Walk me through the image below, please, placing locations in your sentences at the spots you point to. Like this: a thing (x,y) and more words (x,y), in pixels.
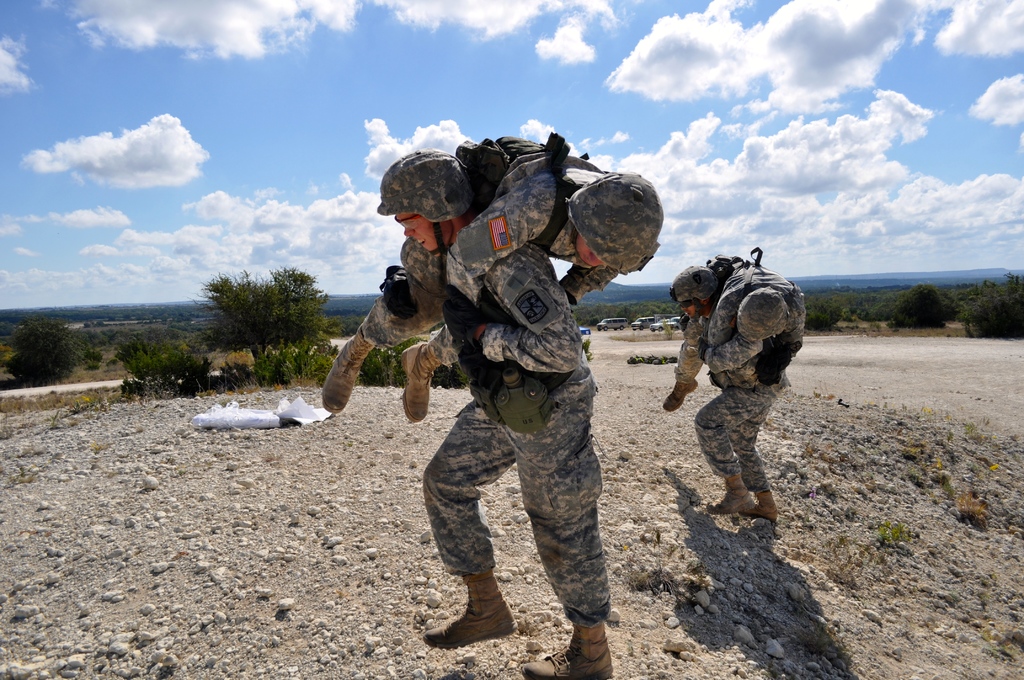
In this picture we can see a man (416,234) wearing a helmet (463,211), goggles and carrying another man (589,181) on his shoulders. On the right side of the picture (723,309) we can see a man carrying another man (771,332) on his shoulder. On the left side of the picture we can see white objects (315,418) on the ground (338,413). We can see stones (191,558), plants (1019,290) and trees (808,299). In the background (1012,276) we can see hills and vehicles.
